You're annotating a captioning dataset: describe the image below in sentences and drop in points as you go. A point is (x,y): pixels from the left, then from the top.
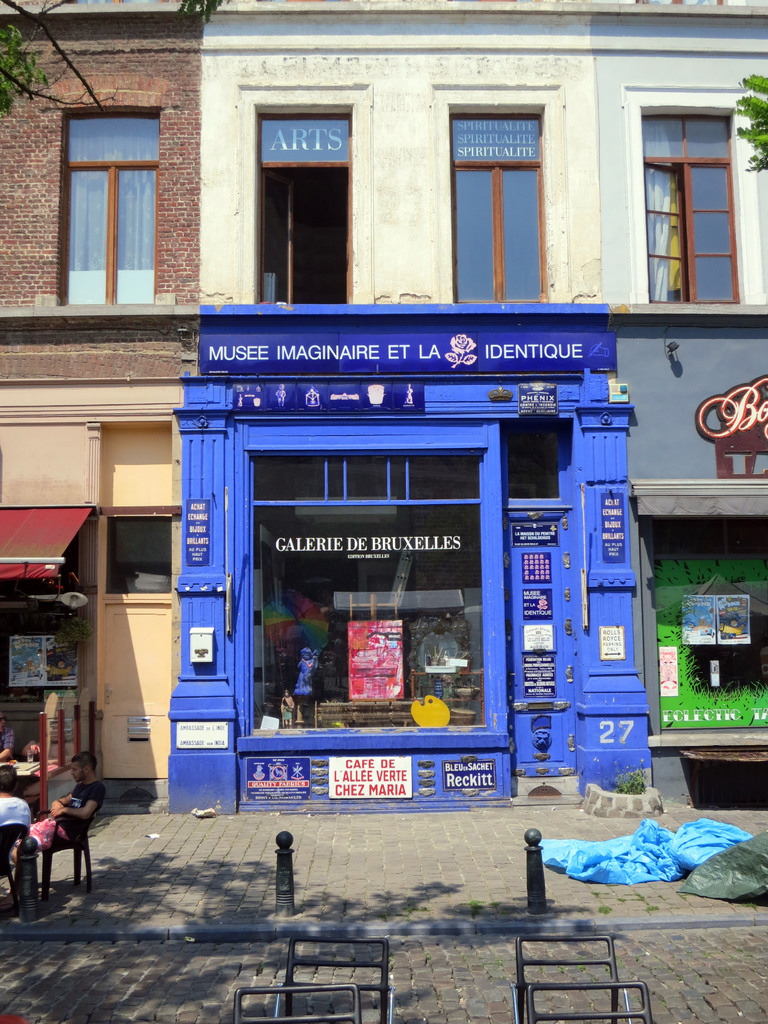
In this image on the left side (45,827) I can see some people (12,806) are sitting. On the right side (655,857), I can see some tarps (624,866) on the ground (665,891). In the background (401,407), I can see a building (424,343) with some text (497,357) written on it.
